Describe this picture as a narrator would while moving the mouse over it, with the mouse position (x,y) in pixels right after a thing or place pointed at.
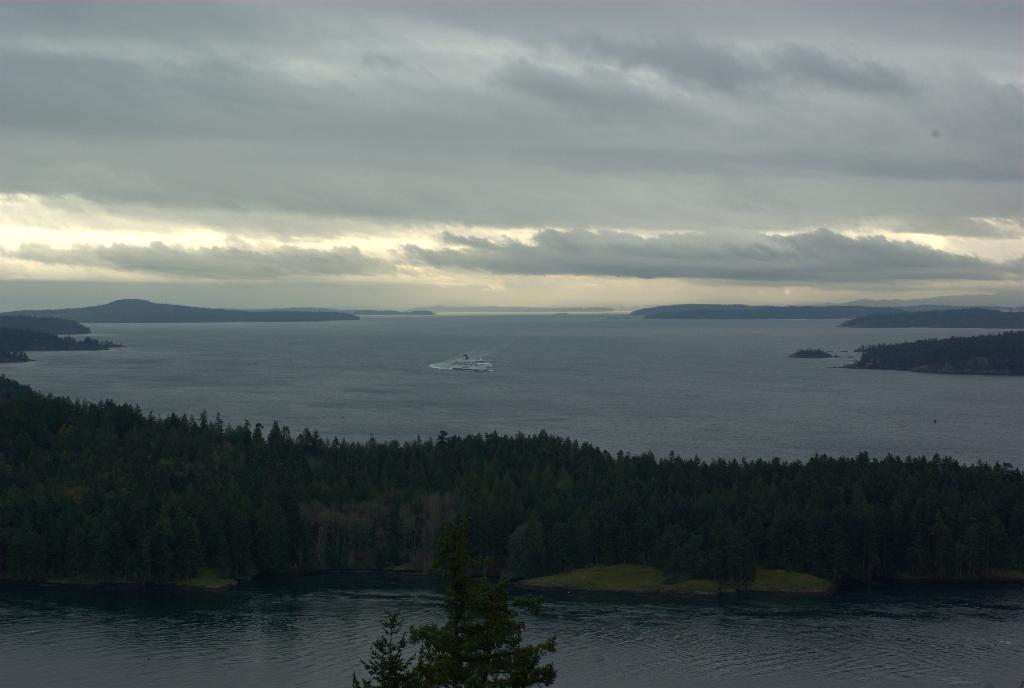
In this image I can see water (63,618) in the front (588,683). There are trees (312,505) in the center (391,450) and there is a ship (473,365) on the water (498,426). There are mountains (190,312) at the back (184,312). There are clouds (595,263) in the sky (590,241).
